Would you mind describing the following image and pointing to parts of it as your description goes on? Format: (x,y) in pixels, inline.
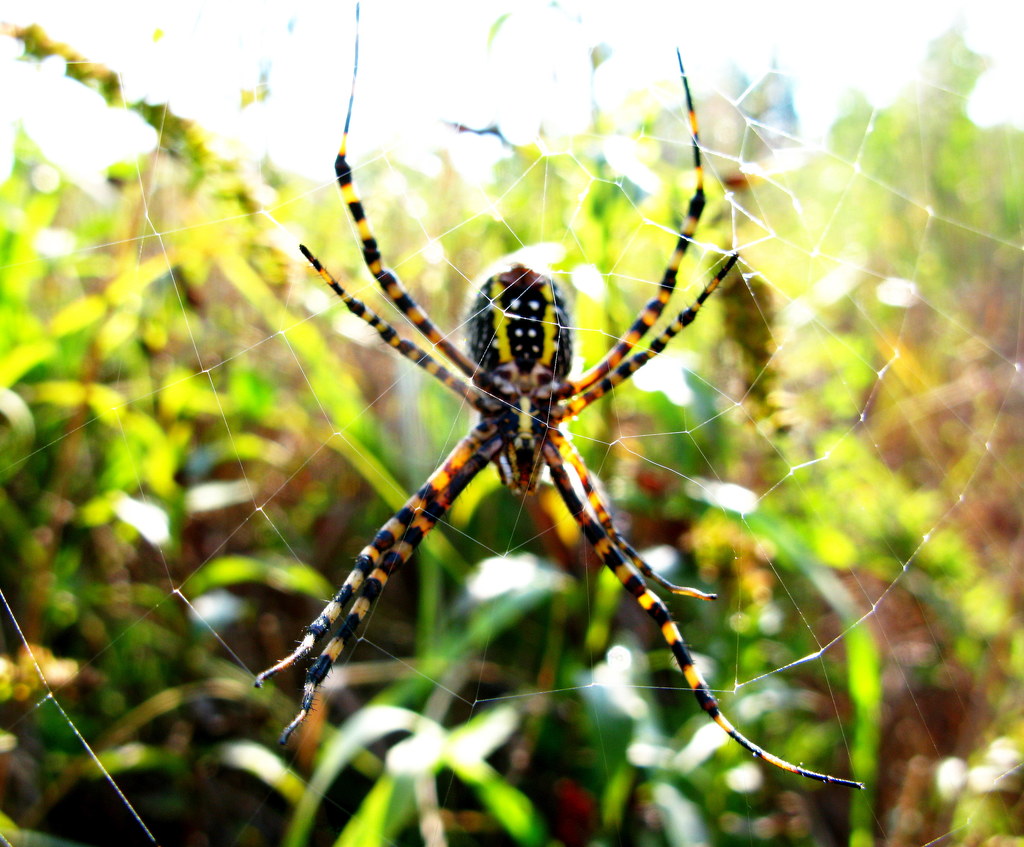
In the middle of this image (568,435), there is a spider (525,403) in black and yellow color combination on the surface (634,410) of a web (696,329). And the background (8,275) is blurred.
